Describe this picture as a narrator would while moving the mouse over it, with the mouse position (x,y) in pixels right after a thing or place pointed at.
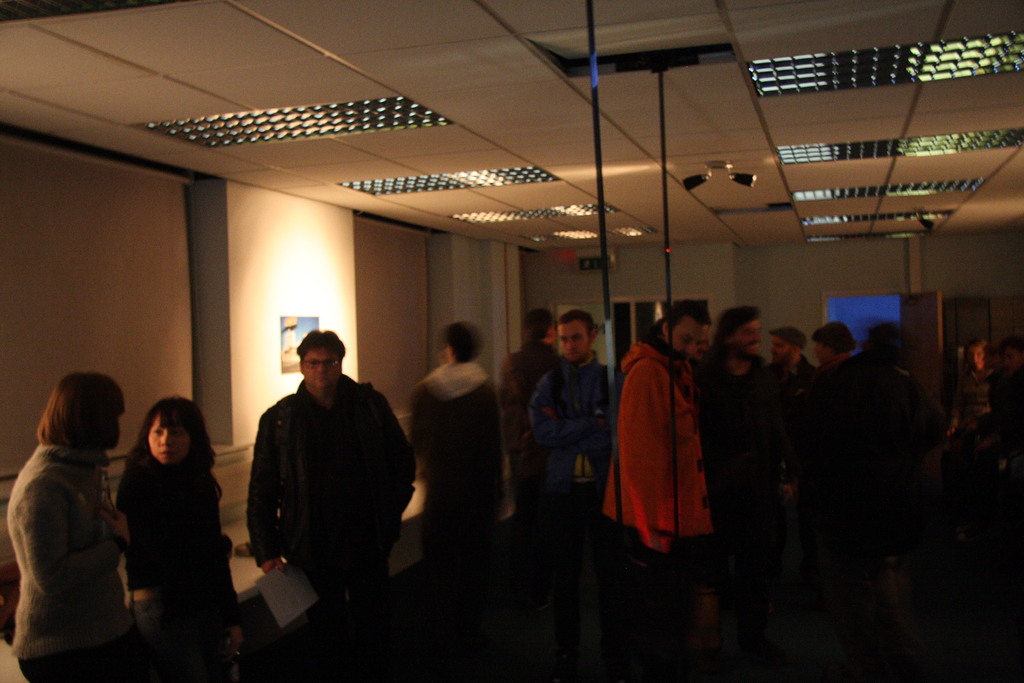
In this picture we can observe some people (535,441) standing on the floor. There are men (462,474) and women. We can observe a photo frame (294,333) fixed to the wall (210,307) on the left side (291,348). In the background (857,308) there is a screen (871,320) fixed to the wall (735,278).
